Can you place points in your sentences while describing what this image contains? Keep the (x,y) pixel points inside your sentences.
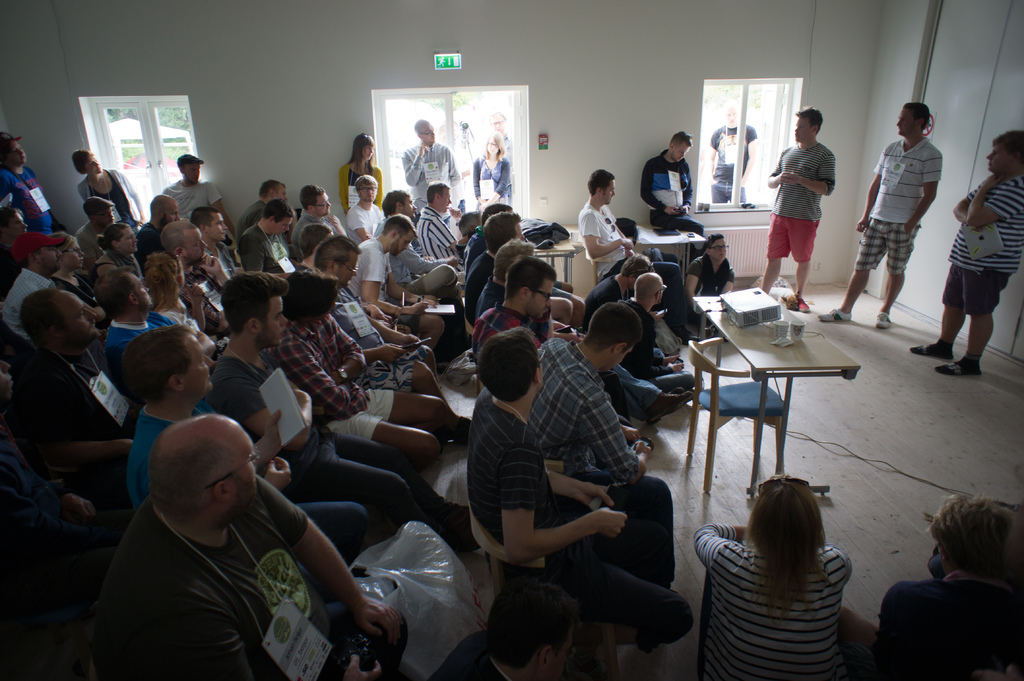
In this image, we can see persons (516,215) wearing clothes (270,546). There are some persons (168,454) sitting on chairs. There are tables (655,244) in the middle of the image (556,248). There are windows (753,91) at the top of the image (172,102).
